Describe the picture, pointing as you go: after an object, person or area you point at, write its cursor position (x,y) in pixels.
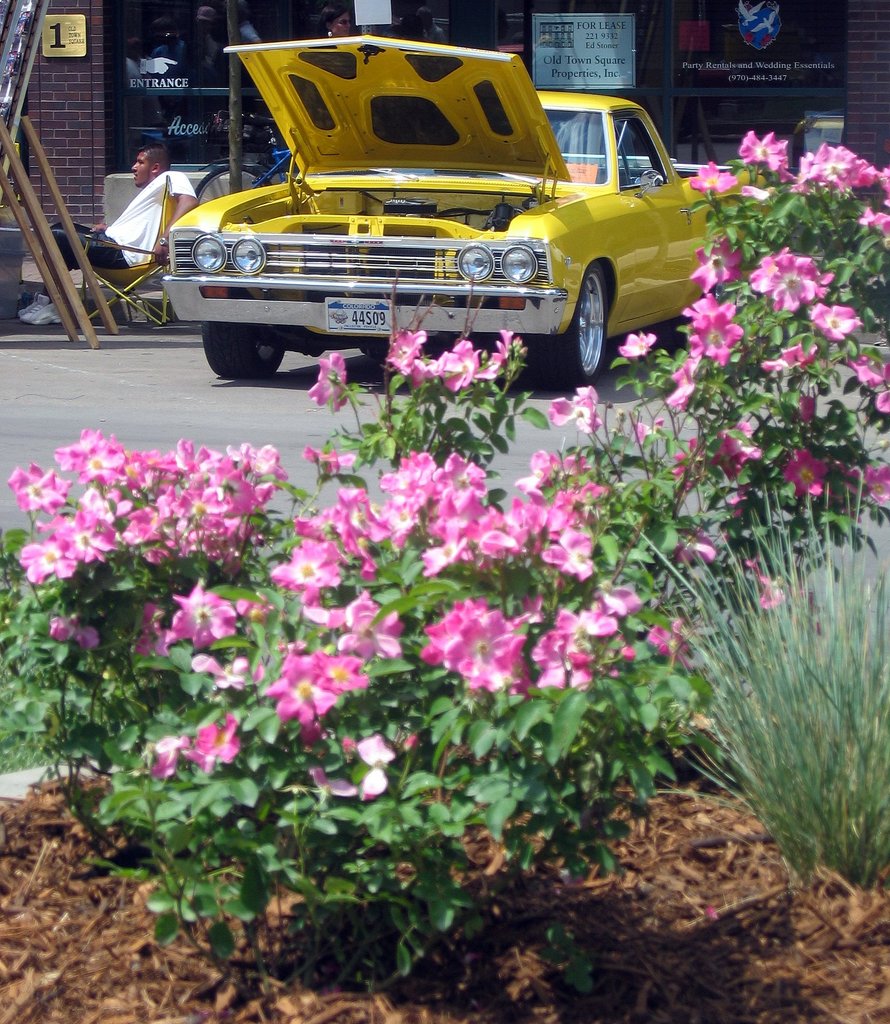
In this image we can see plants (562,687), flowers (484,673), wooden sticks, and a board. There is a car (414,320) on the road (366,412). Here we can see a person (122,220) sitting on the chair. In the background (268,15) we can see a building (202,119), glass (711,17), and posters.
